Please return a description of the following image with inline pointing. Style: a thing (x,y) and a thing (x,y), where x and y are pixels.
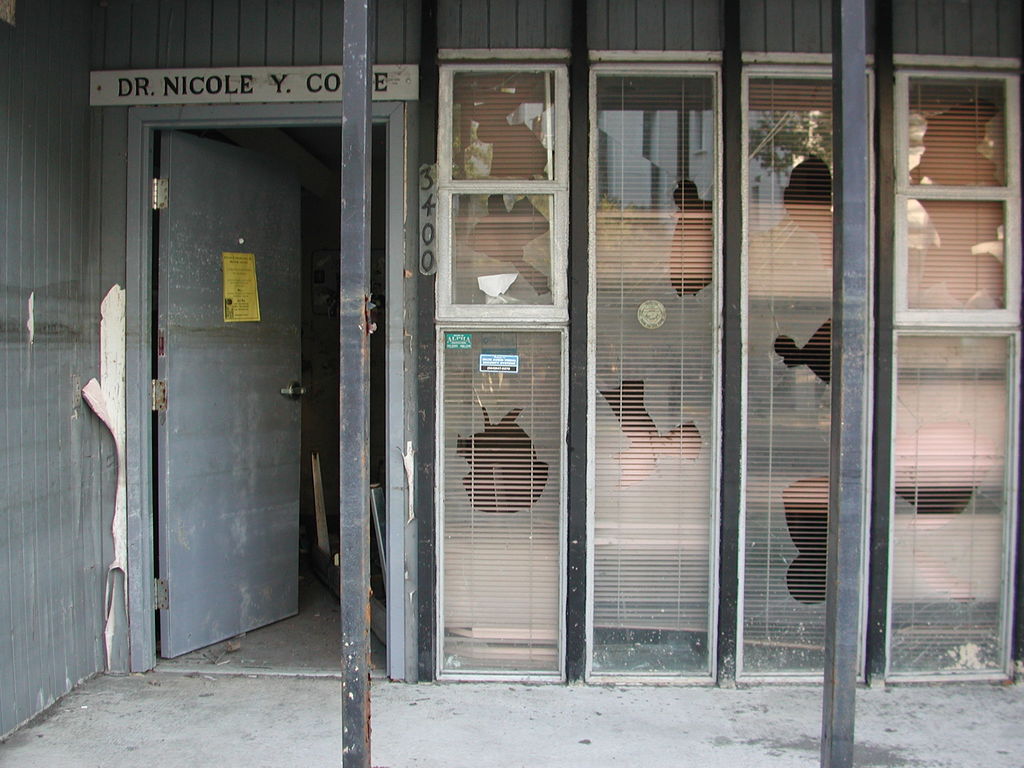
In this image I can see two metal poles (842,547). In the background (202,225) I can see the door (202,187) in gray color and I can see few broken windows (706,369).
